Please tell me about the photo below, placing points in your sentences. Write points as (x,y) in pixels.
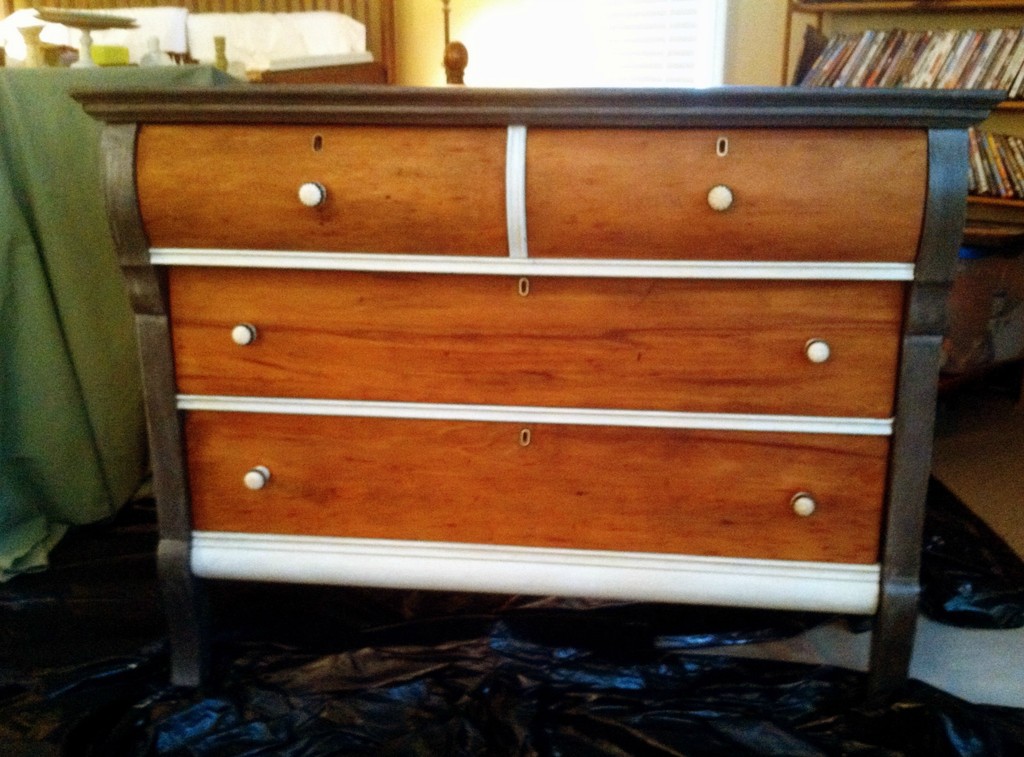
At the center of the image (461,475) there is a wooden cupboard (439,428), back of this there is a rack (918,25) stored with books (956,74). In the background (561,52) there is a wall (498,49).
